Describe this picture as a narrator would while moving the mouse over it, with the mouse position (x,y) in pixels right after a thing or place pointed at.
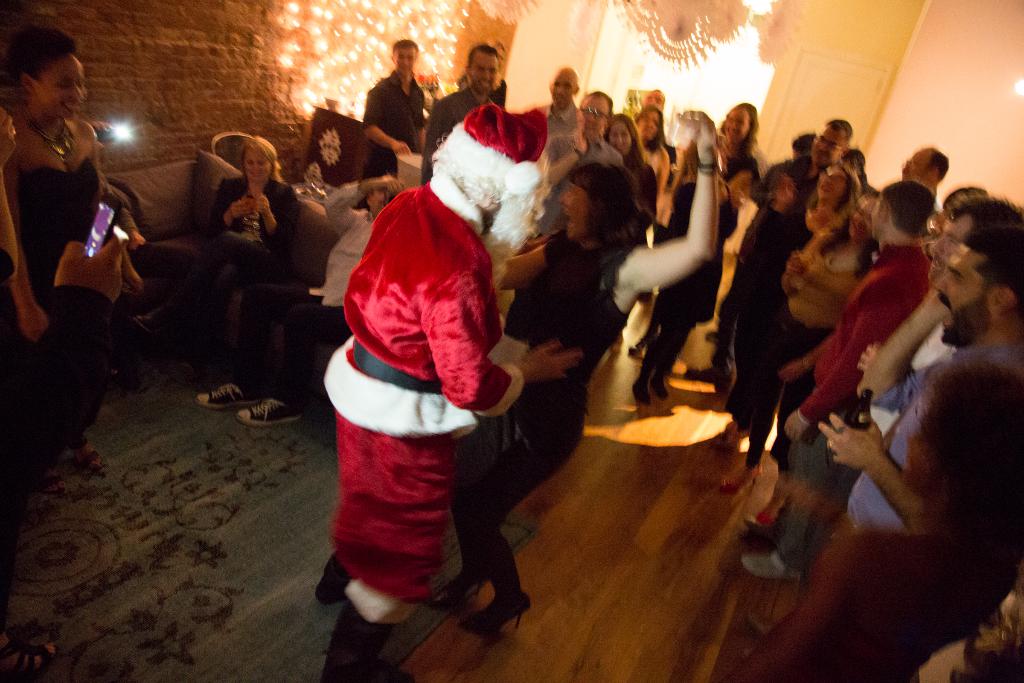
In the middle of the image (445,253) there is a person (453,333) with Santa Claus dress (440,396) is standing and in front of him there is a lady (578,274). Behind them there are many people (817,260) standing and at the left side of the image (225,212) there is a sofa (177,201) with people (330,272) are sitting on it. In the background (316,81) there is a wall (372,48) with lights (420,64) and also there is a door (859,66).
